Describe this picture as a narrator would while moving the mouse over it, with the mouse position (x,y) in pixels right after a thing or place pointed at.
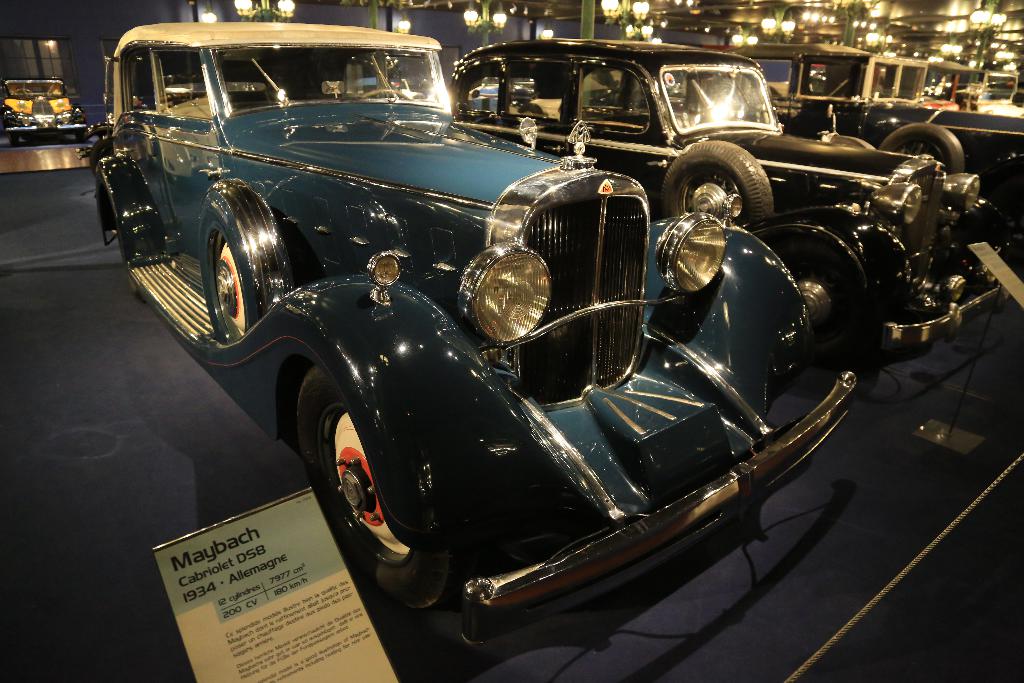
In this image we can see a few vehicles (492,526) on the floor (818,516), there are some poles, lights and boards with text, in the background (463,30), we can see a building (82,61).
